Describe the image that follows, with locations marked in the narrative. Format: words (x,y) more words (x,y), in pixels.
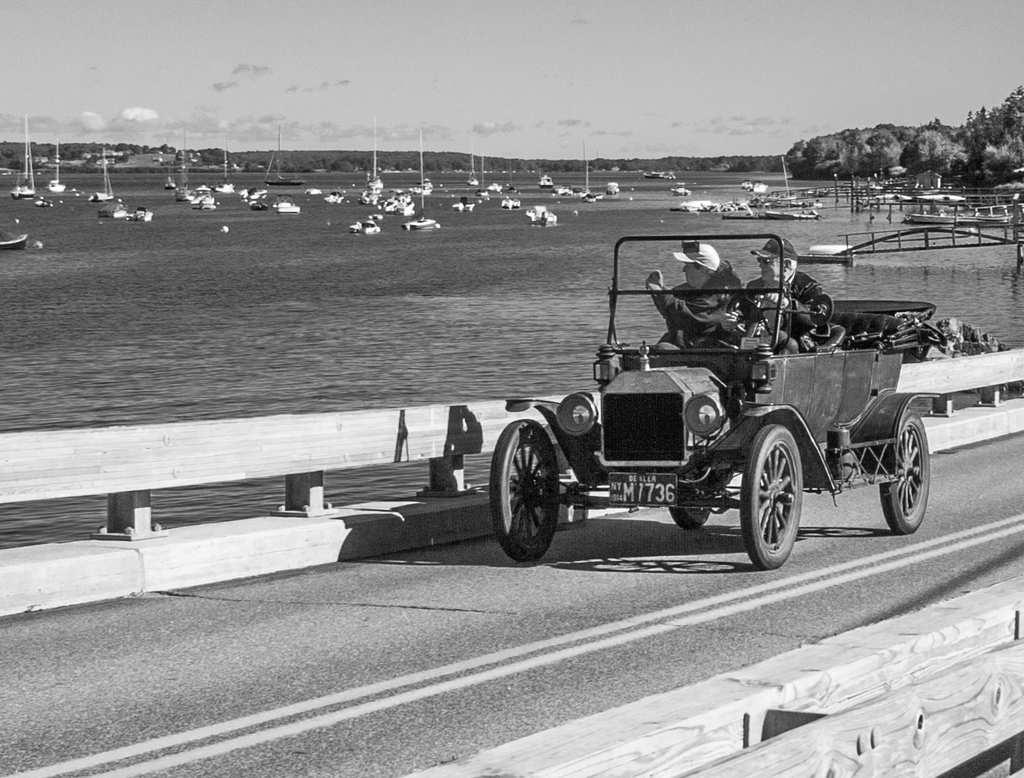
In this image I can see a person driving a vintage car (829,376). Another person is sitting beside him. There is a fence (100,461) and there are ships (427,191) on the water (260,261). There are trees (868,148) at the back (835,153). There is sky (423,67) at the top (423,67). This is a black and white image.
